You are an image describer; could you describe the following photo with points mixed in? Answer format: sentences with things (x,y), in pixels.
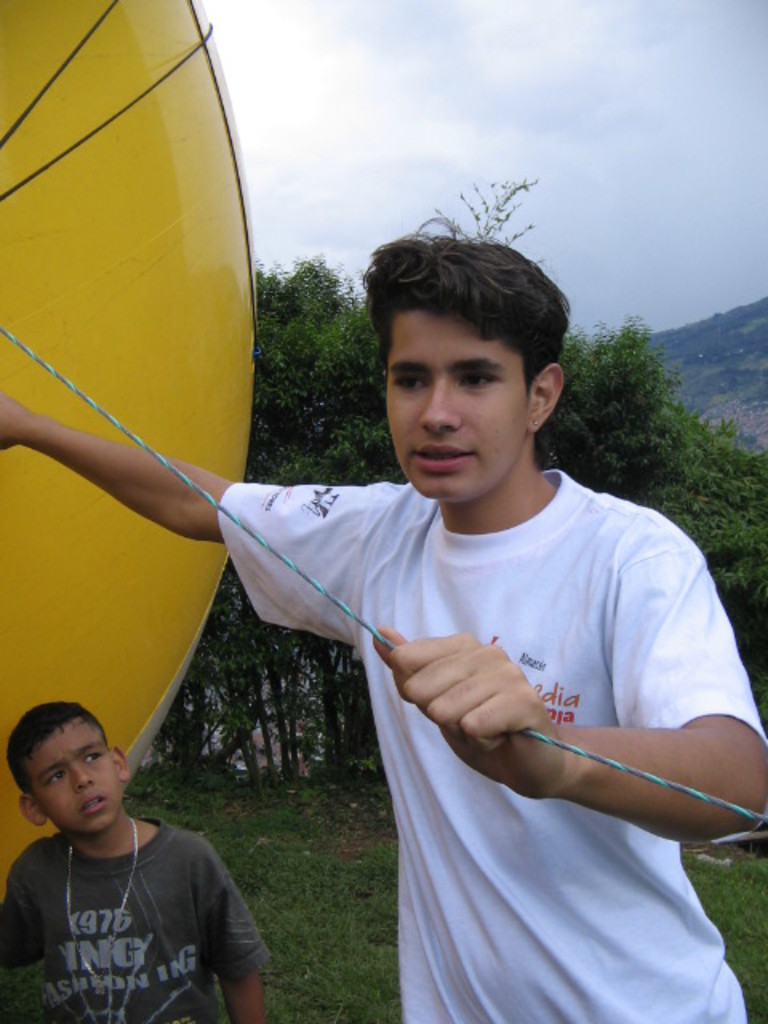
In this image I can see a person (598,601) is holding a rope (620,764) and wearing white shirt (295,540). Back I can see a person (127,963), yellow color object (108,189), trees (287,379) and mountain (726,341). The sky (571,139) is in white and blue color.
